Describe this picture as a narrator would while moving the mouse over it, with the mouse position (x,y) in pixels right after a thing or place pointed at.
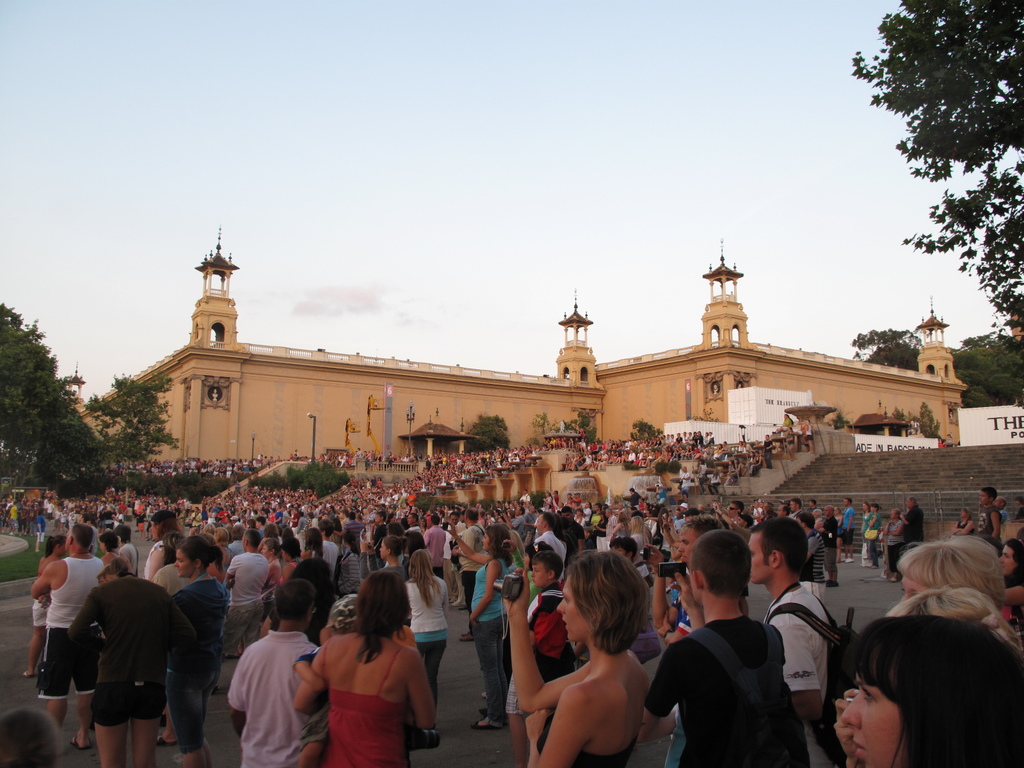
In the image in the center (359,456), we can see a group of people (756,579) is standing and they are holding some objects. In the background (541,127), we can see the sky (593,137), clouds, trees (1011,84), buildings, banners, poles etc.
